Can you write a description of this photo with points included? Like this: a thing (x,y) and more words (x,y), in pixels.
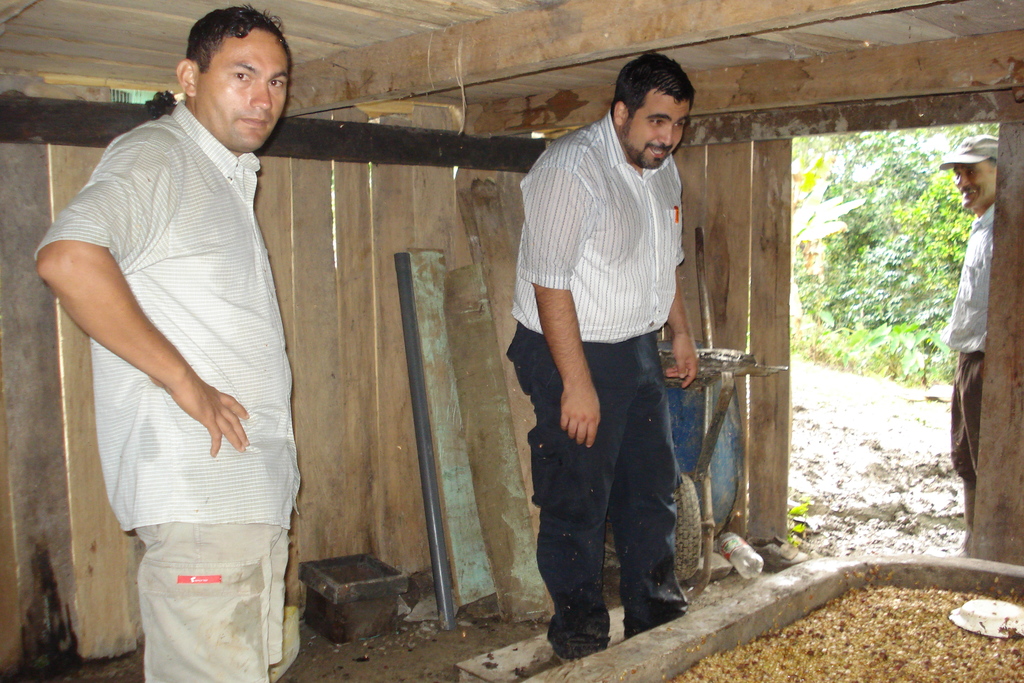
In the picture I can see three people (648,396) are standing on the ground (799,460). This is an inside view of a wooden room (388,286). Here I can see wooden objects (372,560) and some other objects (751,566) on the ground (692,578). In the background (878,251) I can see trees (880,262).
